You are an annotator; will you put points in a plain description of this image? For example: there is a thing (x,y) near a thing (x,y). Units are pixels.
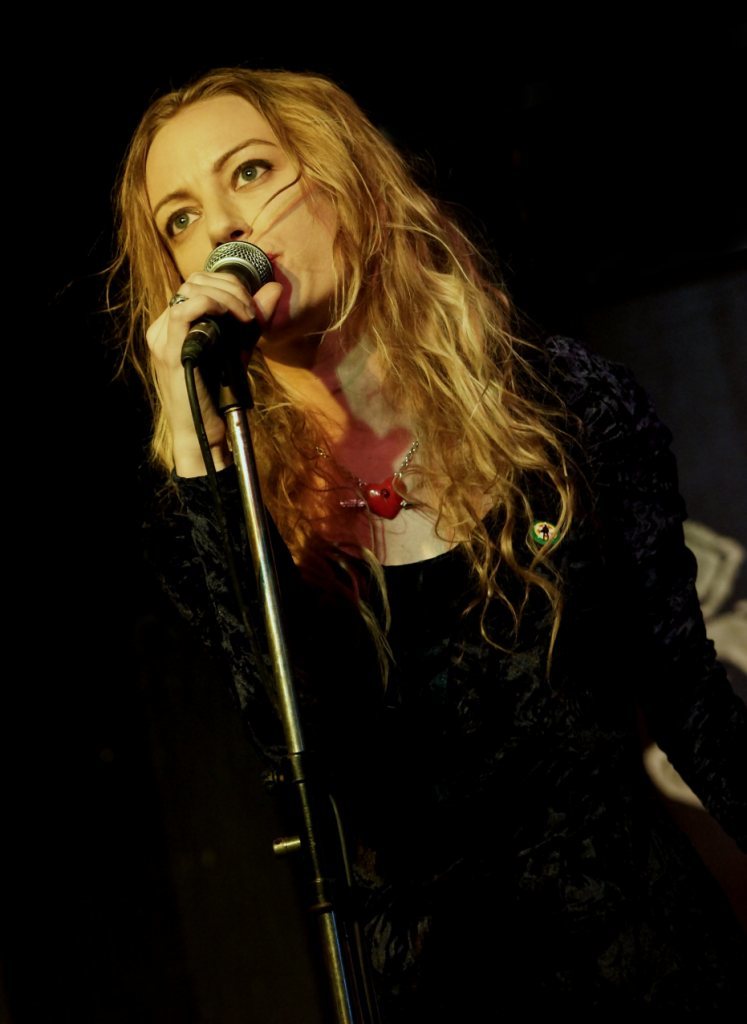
In this image I can see a woman (621,671) is standing in front of a mike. In the background (269,905) I can see dark color. This image is taken may be during night on the stage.
